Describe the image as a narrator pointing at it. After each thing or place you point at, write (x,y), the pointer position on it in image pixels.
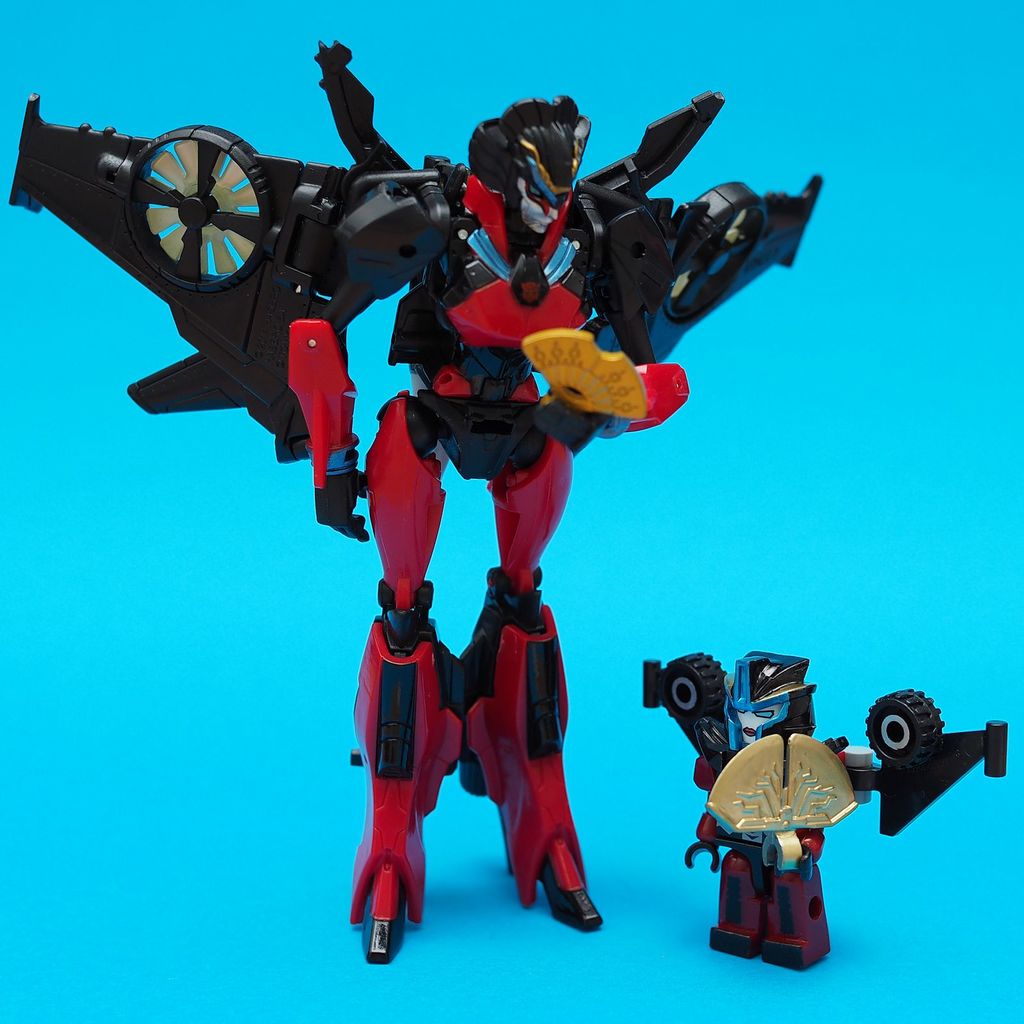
In this image the background (185,538) is blue in color. In the middle of the image (374,649) there are two robots (568,868).
